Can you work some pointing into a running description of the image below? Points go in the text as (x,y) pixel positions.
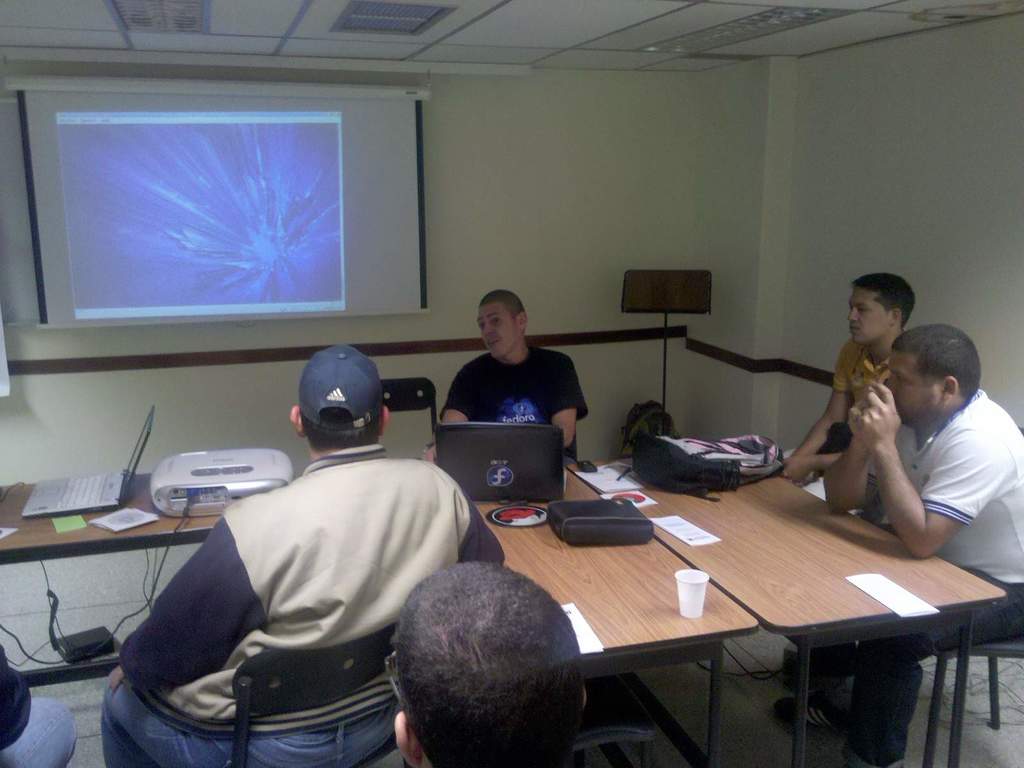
In this picture we can see five persons (270,570) sitting on chair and in front of them there is table (850,628) and on table (745,606) we can see glass (687,582), paper (893,586), bag (681,452), laptop (498,469), projector (156,486) and in background (107,408) we can see wall (749,151), screen (277,176).
